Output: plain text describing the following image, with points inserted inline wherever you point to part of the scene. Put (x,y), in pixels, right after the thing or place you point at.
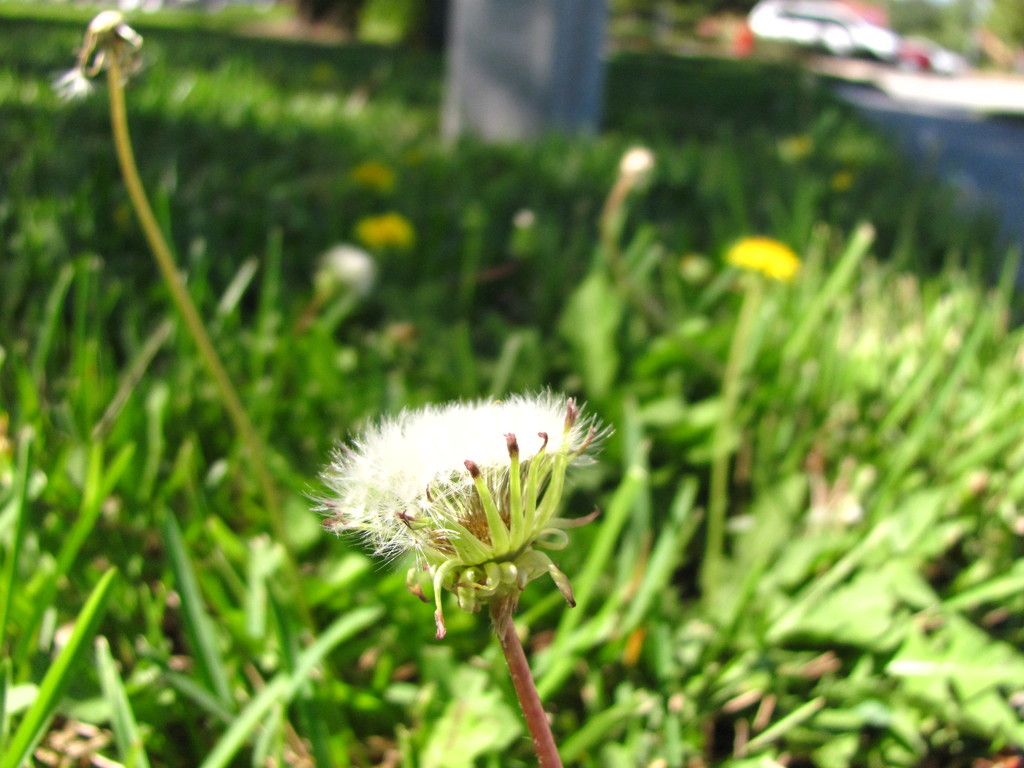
In this picture we can see plants (349,258) with flowers (528,467) and in the background (728,26) it is blurry.
